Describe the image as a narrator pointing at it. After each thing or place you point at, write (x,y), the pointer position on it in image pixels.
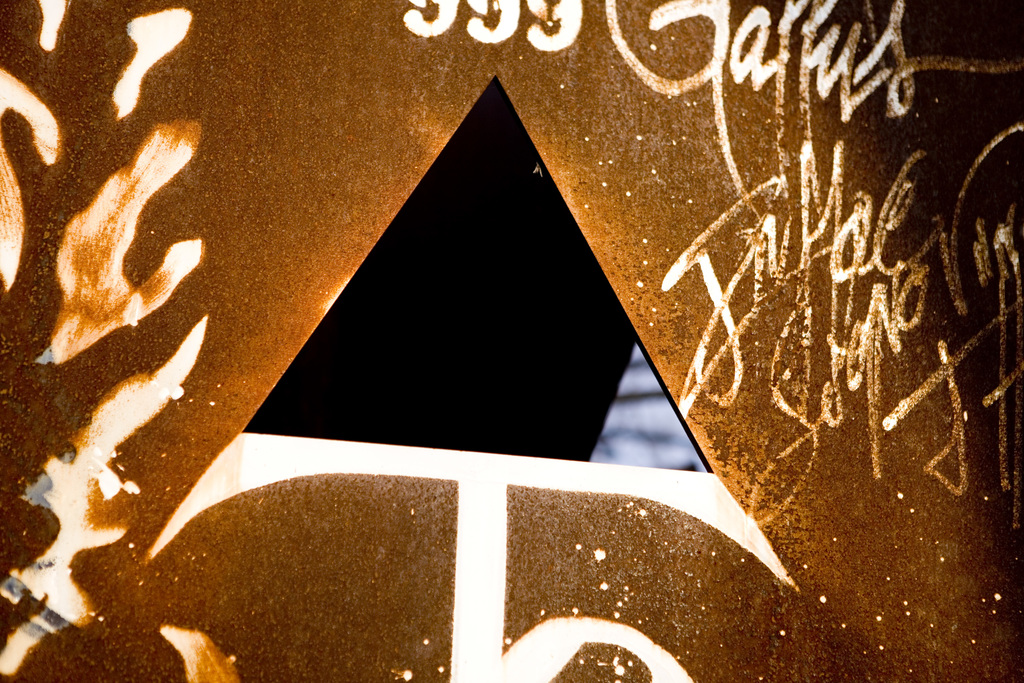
This image consists of an object (50,538). It looks like it is made up of metal (676,637). It is in brown color on which, we can see the text (697,494) in white color. In the middle (470,414), we can see a triangle shape (483,207).
